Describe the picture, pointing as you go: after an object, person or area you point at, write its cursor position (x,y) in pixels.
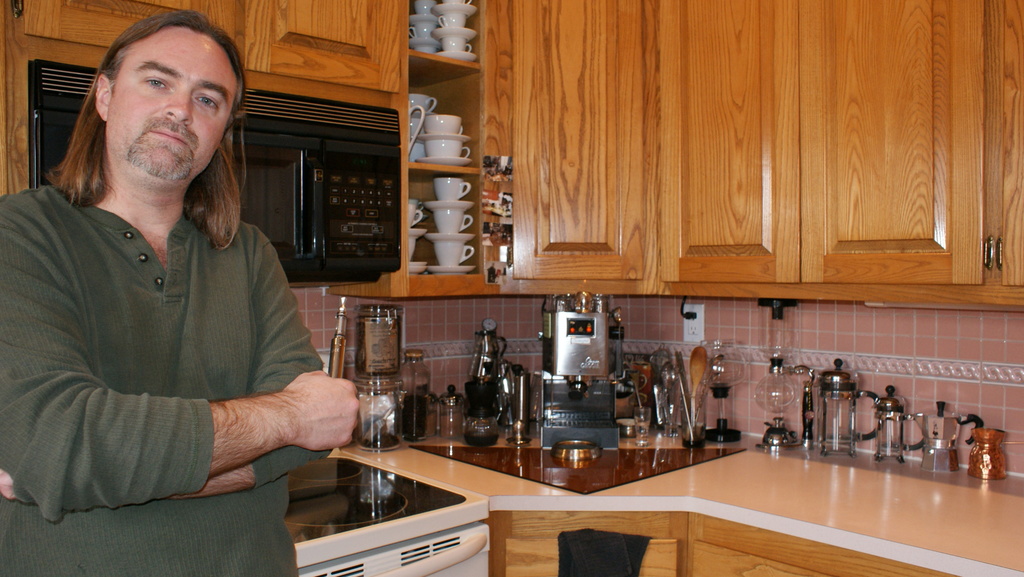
On the left side of the image (213,159) we can see person (146,337) standing. In the center of the image (598,355) we can see counter top (554,490), coffee machine (584,355), stove (394,506), spoons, spatulas (698,389), containers (994,440), glass jars (404,395) on the counter top (680,502). In the background (696,522) we can see cups (443,44) arranged in shelves (473,229), cupboards (671,203), oven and wall (860,334).
